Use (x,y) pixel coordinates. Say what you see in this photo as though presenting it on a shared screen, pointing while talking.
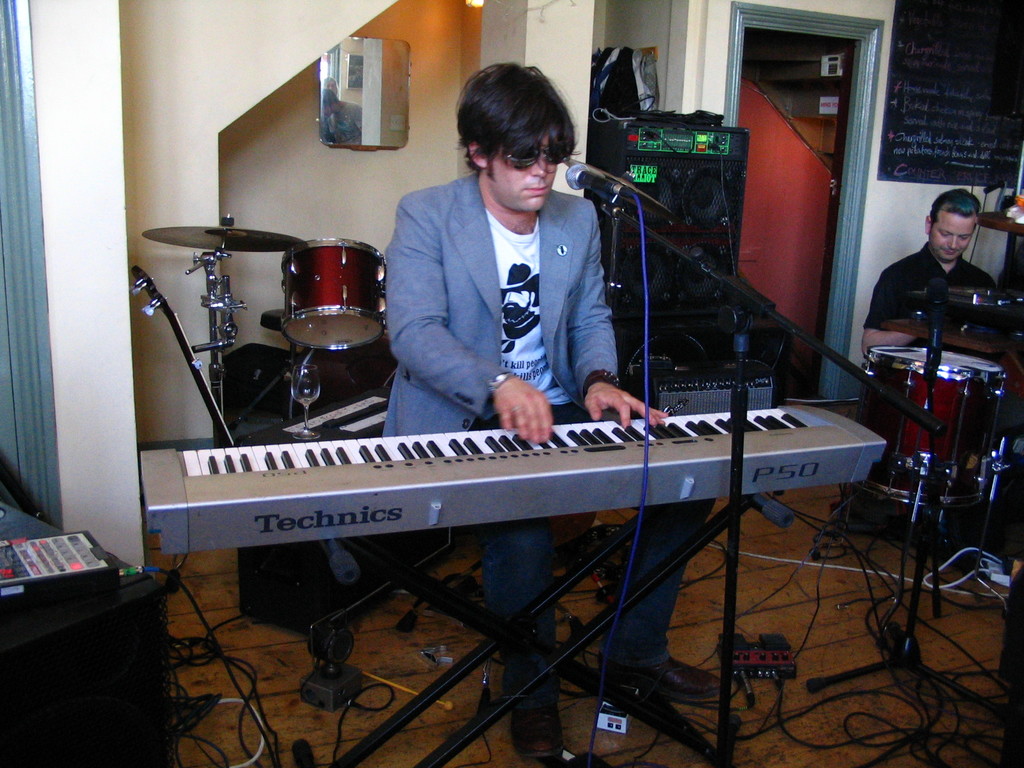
Here there are musical instruments (518,449), here a person (505,563) is sitting on the chair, this is wall (460,74).
